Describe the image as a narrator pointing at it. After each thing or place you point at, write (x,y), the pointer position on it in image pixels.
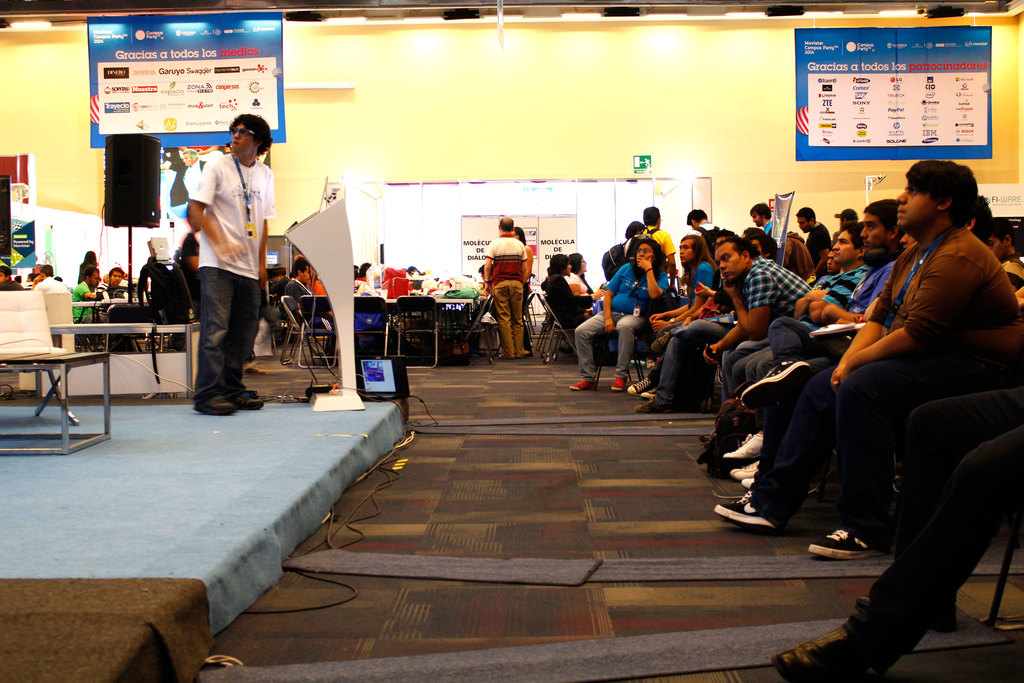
Here in this picture on the right side (835,357) we can see number of people (857,311) sitting on chairs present on the floor (253,385) over there and in front of them on the left side (234,400) we can see a person (204,400) standing on the stage (320,449) over there and we can see chairs (20,324) and tables (74,332) on the stage (268,418) and we can also see a speech desk (340,239) present and beside them also we can see number of people (50,270) sitting on chairs (400,301) with tables (118,330) in front of them, we can also see people (504,260) standing here and there and we can see banners (99,93) present on the wall (996,108) over there and we can see lights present on the roof (108,2) and we can see a speaker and a laptop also present over there.
